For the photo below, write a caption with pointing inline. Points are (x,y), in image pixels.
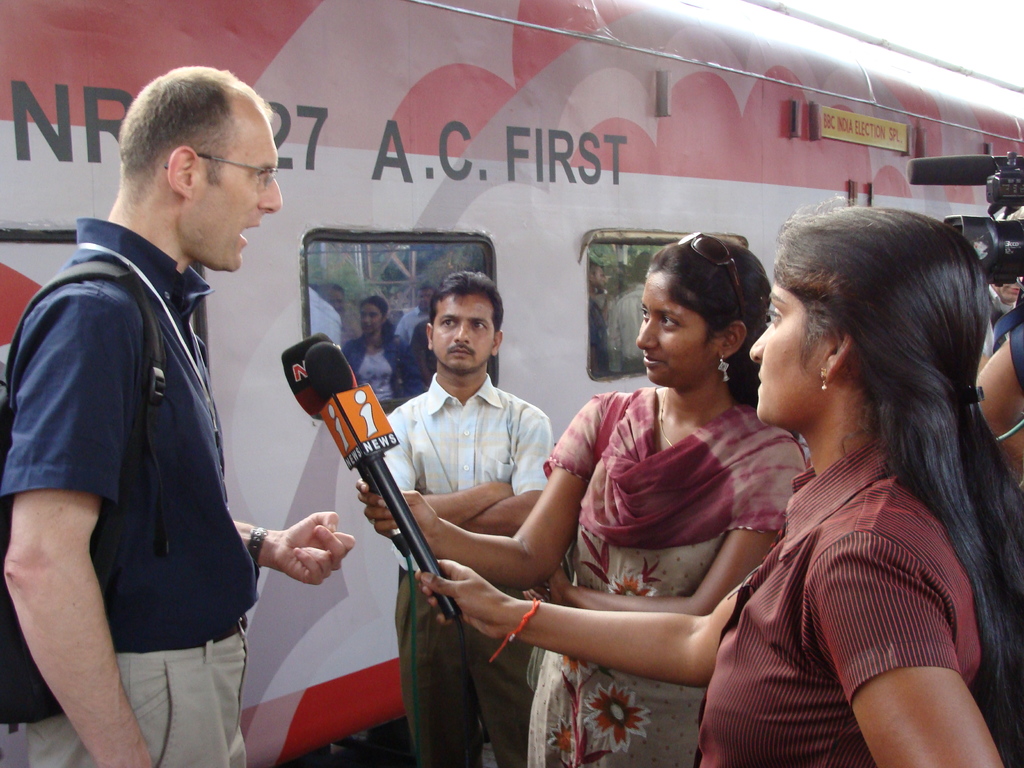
This picture shows a man (36,419) standing and speaking with the help of a microphone (340,362) and a woman (534,579) standing in front of them and holding the microphones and we see a camera (1018,271) back of them and a man (452,288) standing on the side.
